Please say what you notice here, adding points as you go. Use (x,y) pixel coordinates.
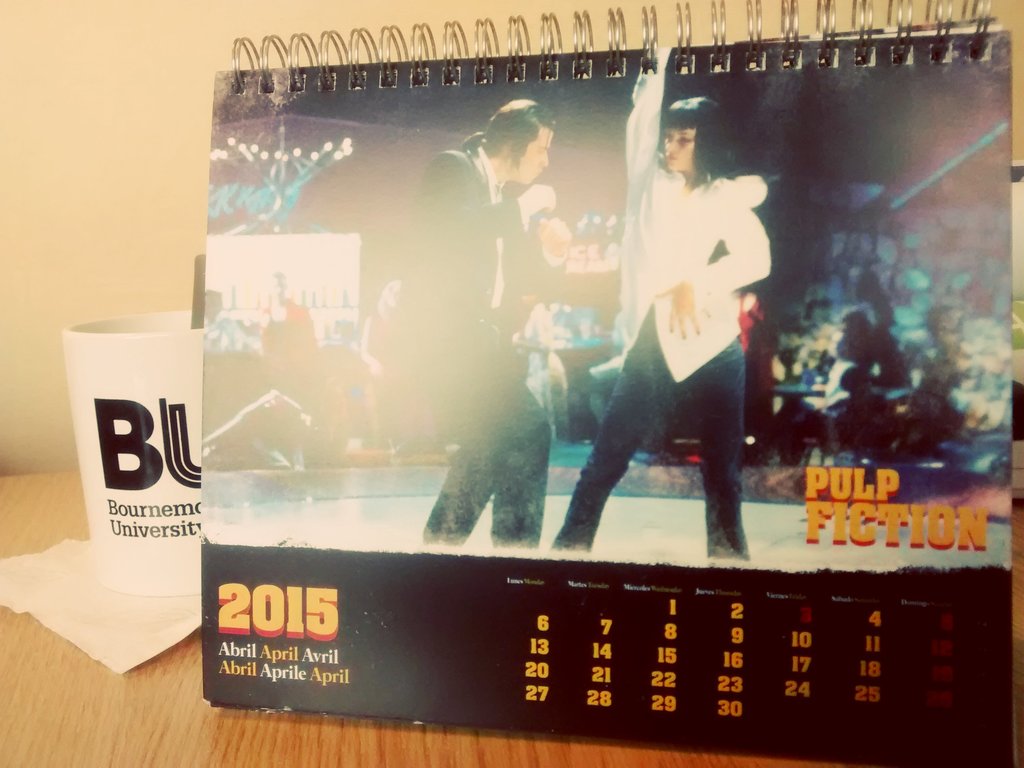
In this image we can see a wooden surface (326,728). On that there is a calendar (550,496) and paper (117,613). On the paper (102,629) there is a cup (130,421). In the background (121,164) there is a wall (121,164).
